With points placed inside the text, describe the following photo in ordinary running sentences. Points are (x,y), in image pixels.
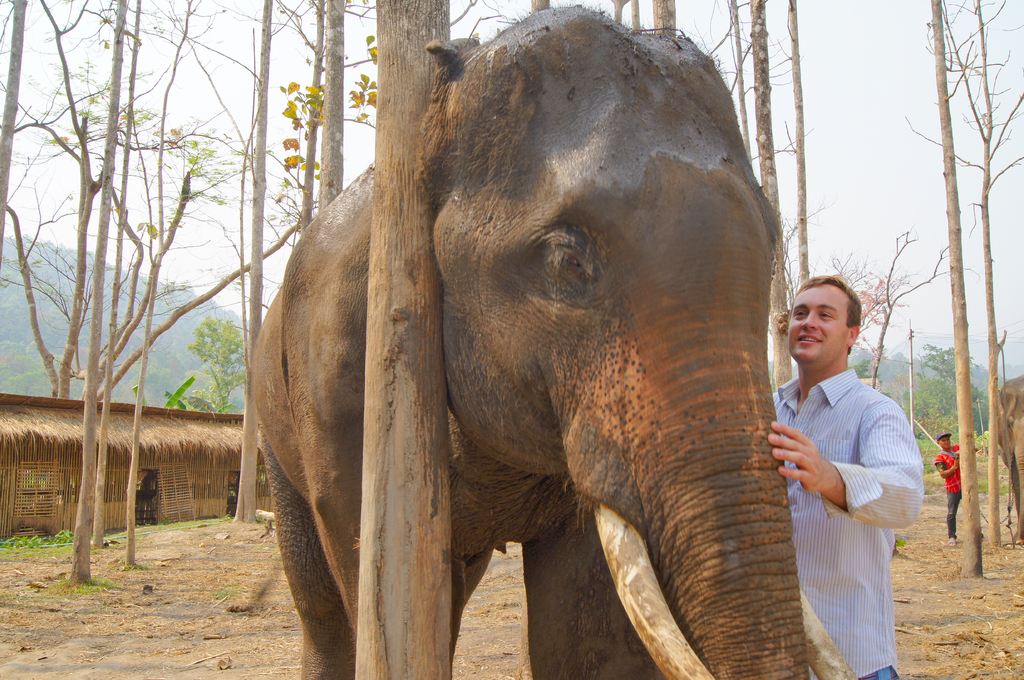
an elephant (551,178) is standing, resting to a tree trunk (418,363). right to him there is a person (824,536) standing, touching his trunk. behind him at the right (954,490) there is a person (951,464) and a elephants back (1012,406). there are many trees (290,108) at the back (135,360). and at the left (207,443) there is a hut (189,453). at the back (175,369) there are hills (168,343) and trees (899,381).
